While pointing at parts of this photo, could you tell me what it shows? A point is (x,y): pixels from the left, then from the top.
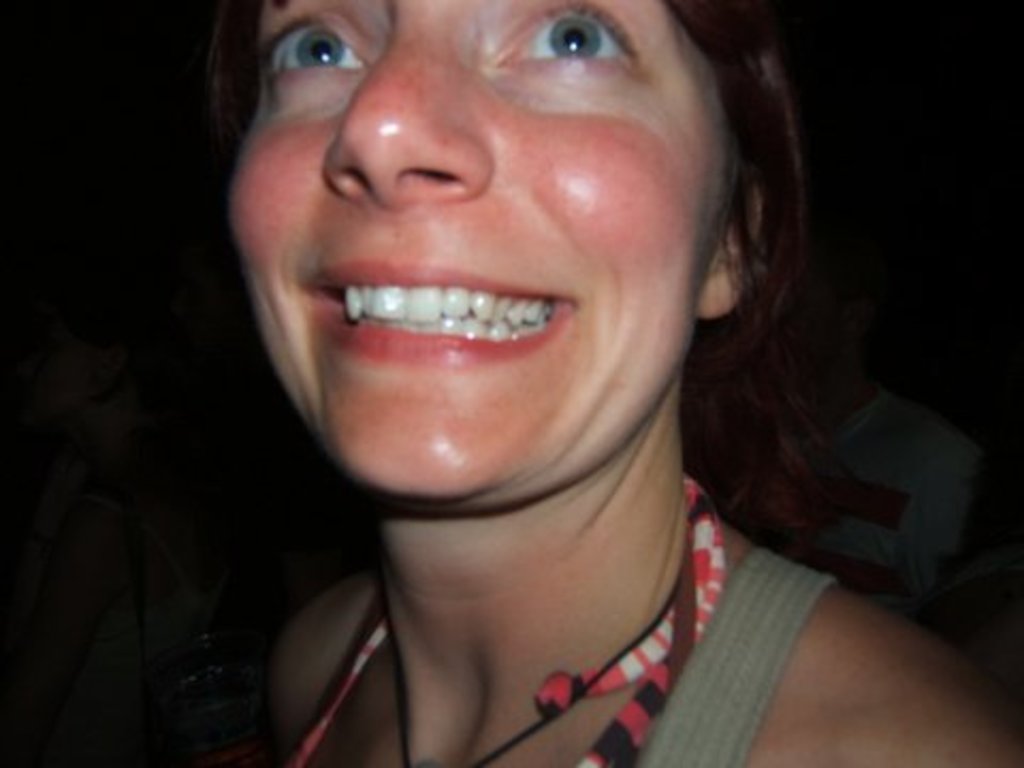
In this picture I can see there is a person (472,398) smiling and there are two other people (834,492) standing in the backdrop (159,459) and the backdrop of the image (107,749) is dark.
